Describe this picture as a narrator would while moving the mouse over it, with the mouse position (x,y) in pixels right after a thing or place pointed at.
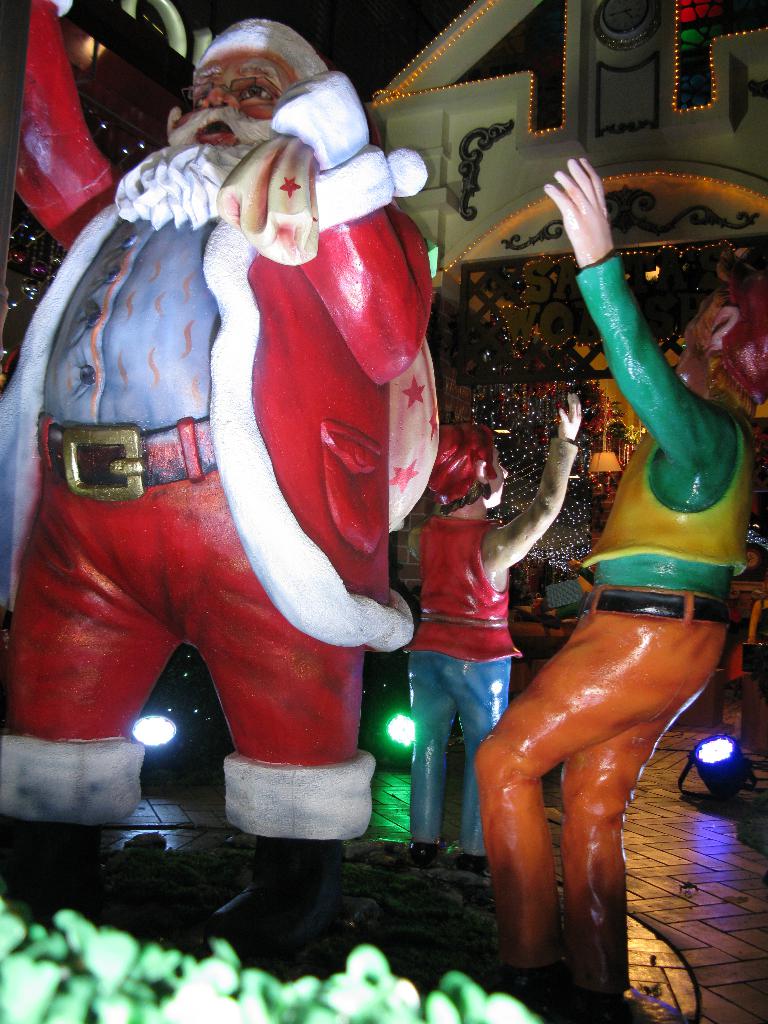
Here we can see statues (609,580). Background (734,145) there is a building (537,157) and focusing lights (701,749).
